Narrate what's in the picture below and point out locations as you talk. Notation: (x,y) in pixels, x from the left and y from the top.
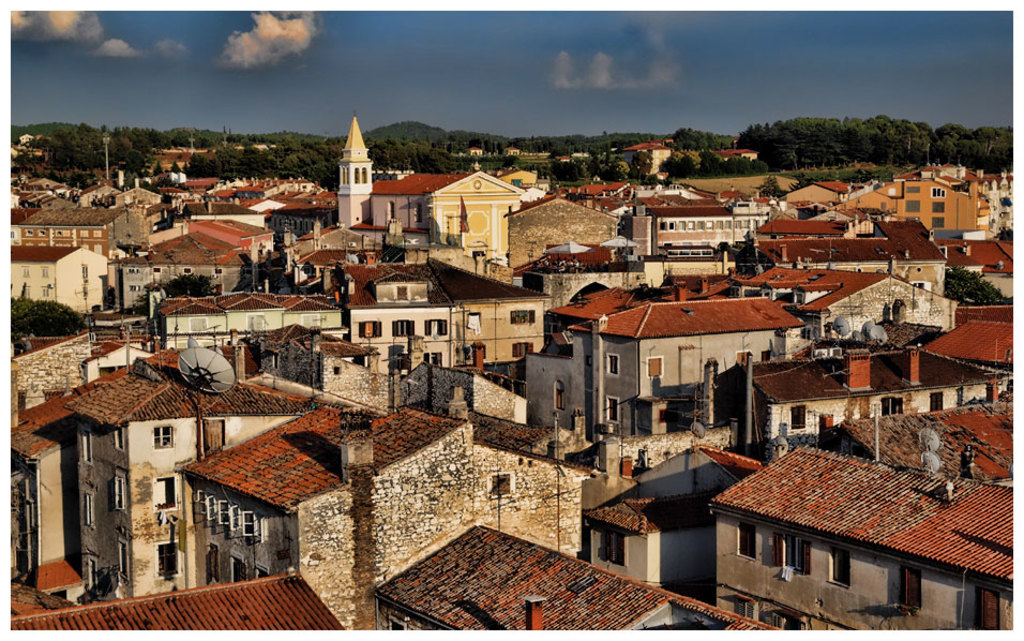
In the image there are plenty of houses (440,323) and in between the houses (289,213) there is a church (339,208) and in the background (460,144) there are lot of trees (401,161) and mountains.
